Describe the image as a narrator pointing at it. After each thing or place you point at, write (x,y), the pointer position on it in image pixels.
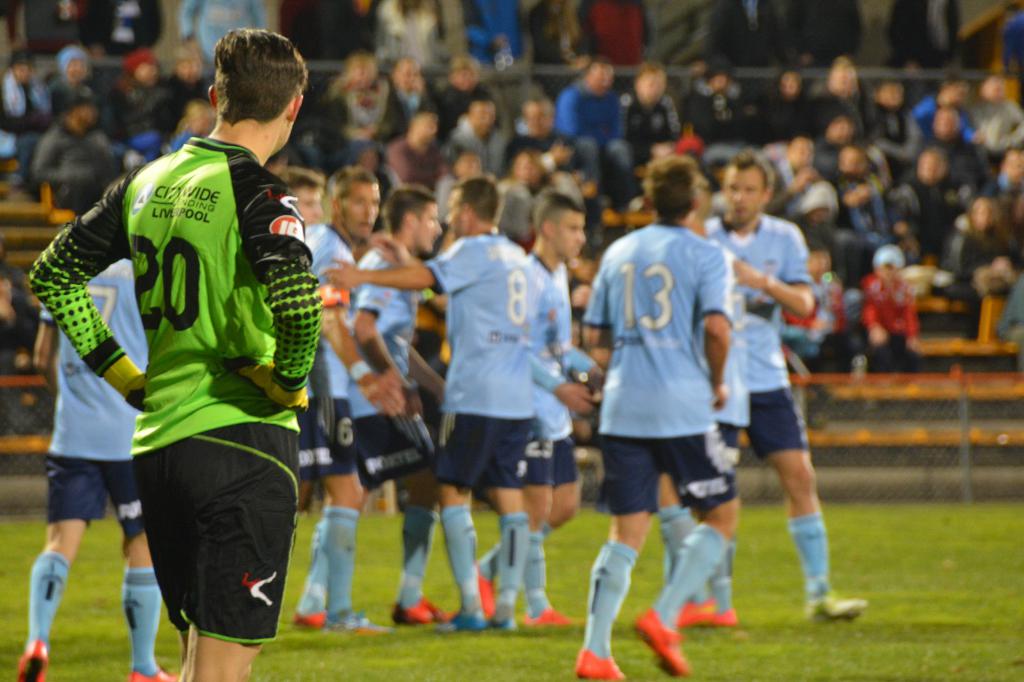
In the foreground of the image (218,326) there is a person (215,314) wearing green color sports dress (209,398) standing, there are some group of persons (467,334) wearing blue color sports dress (466,366) standing on ground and in the background of the image (704,100) there is fencing (1001,420) and there are some persons (401,74) sitting on chairs (20,232).
